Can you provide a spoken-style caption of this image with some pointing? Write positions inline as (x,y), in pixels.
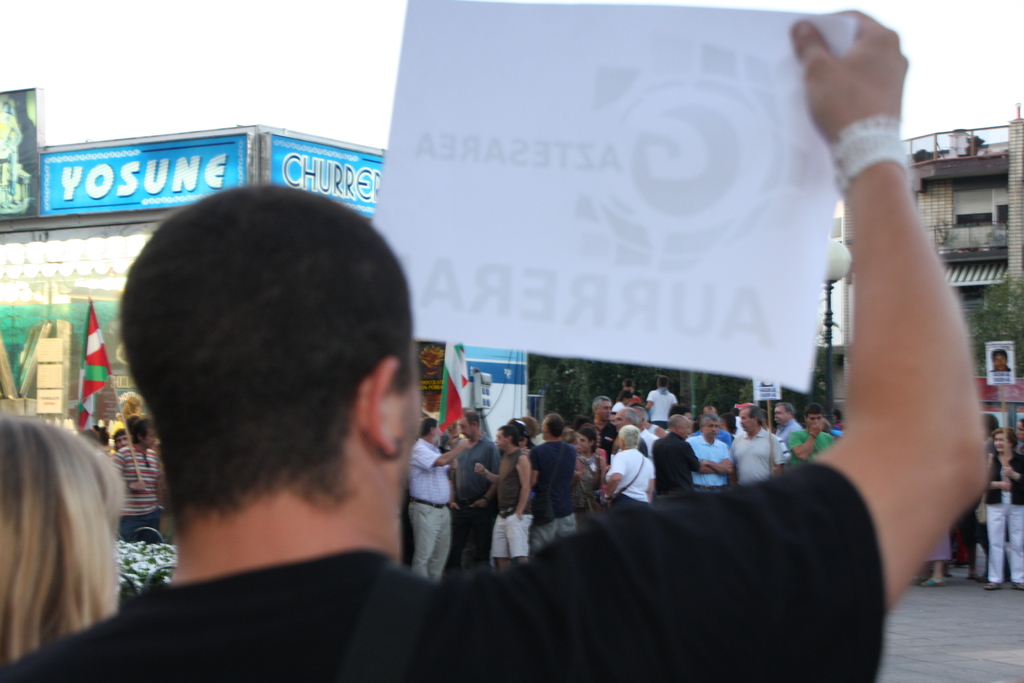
In this picture, we can see a man (505,601) in the black t shirt (629,606) is holding a paper (613,290) and in front of the man (330,490) there are groups of people (725,473) standing on the path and some people (450,450) are holding sticks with flags (83,350). Behind the people (715,441) there is a pole (830,292) with light (825,263), trees (994,320), building (936,198) and a sky (207,59).
